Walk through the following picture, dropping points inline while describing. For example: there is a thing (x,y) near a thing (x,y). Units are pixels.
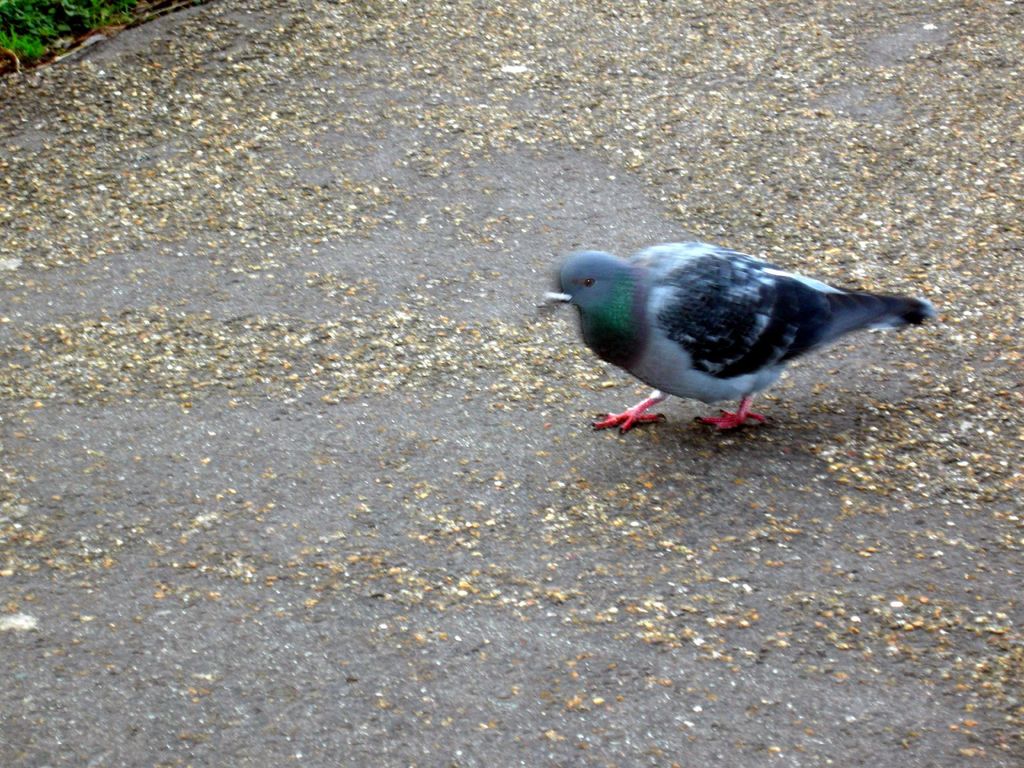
In this picture we can see a pigeon (623,365) on the ground (392,444) and in the background (43,23) we can see leaves (55,27).
